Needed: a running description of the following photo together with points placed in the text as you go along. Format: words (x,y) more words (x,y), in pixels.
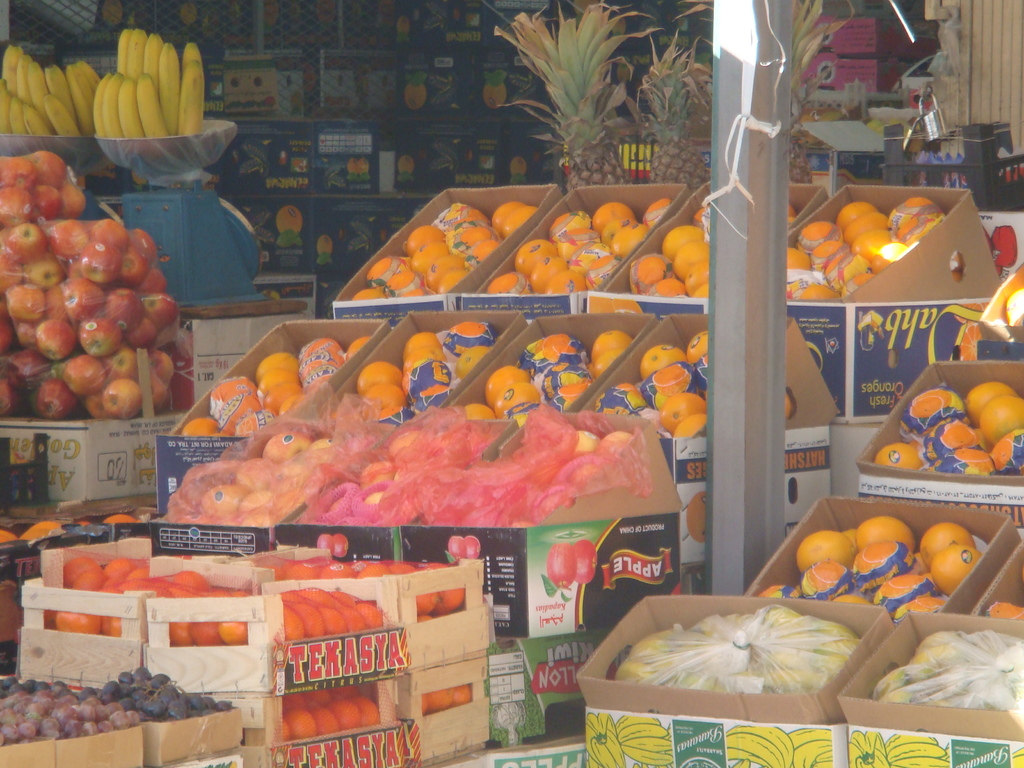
In the image we can see some fruits (19,66). In the middle of the image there is a pole (745,13).
